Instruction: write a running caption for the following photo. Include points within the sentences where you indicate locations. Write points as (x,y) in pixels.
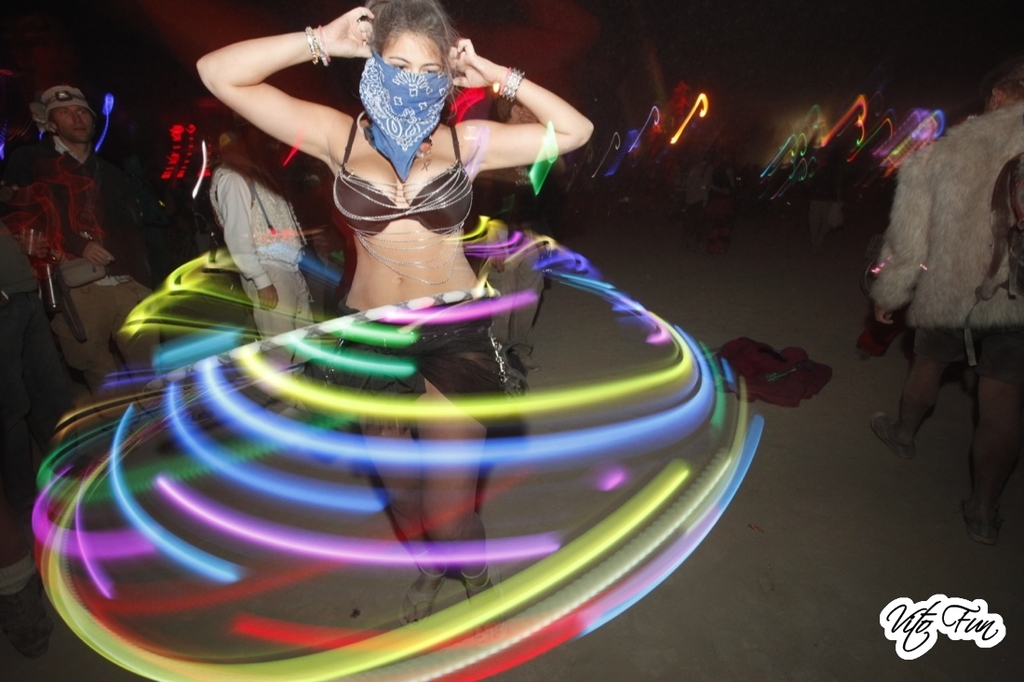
This picture seems to be clicked inside the hall (199,152) and we can see the group of people (366,208) and the objects (704,490) with light rays (461,403). In the center (447,240) we can see a woman (408,239) seems to be dancing. In the bottom right corner (933,606) we can see the watermark (949,622) on the image, and we can see some other items (1009,241).
